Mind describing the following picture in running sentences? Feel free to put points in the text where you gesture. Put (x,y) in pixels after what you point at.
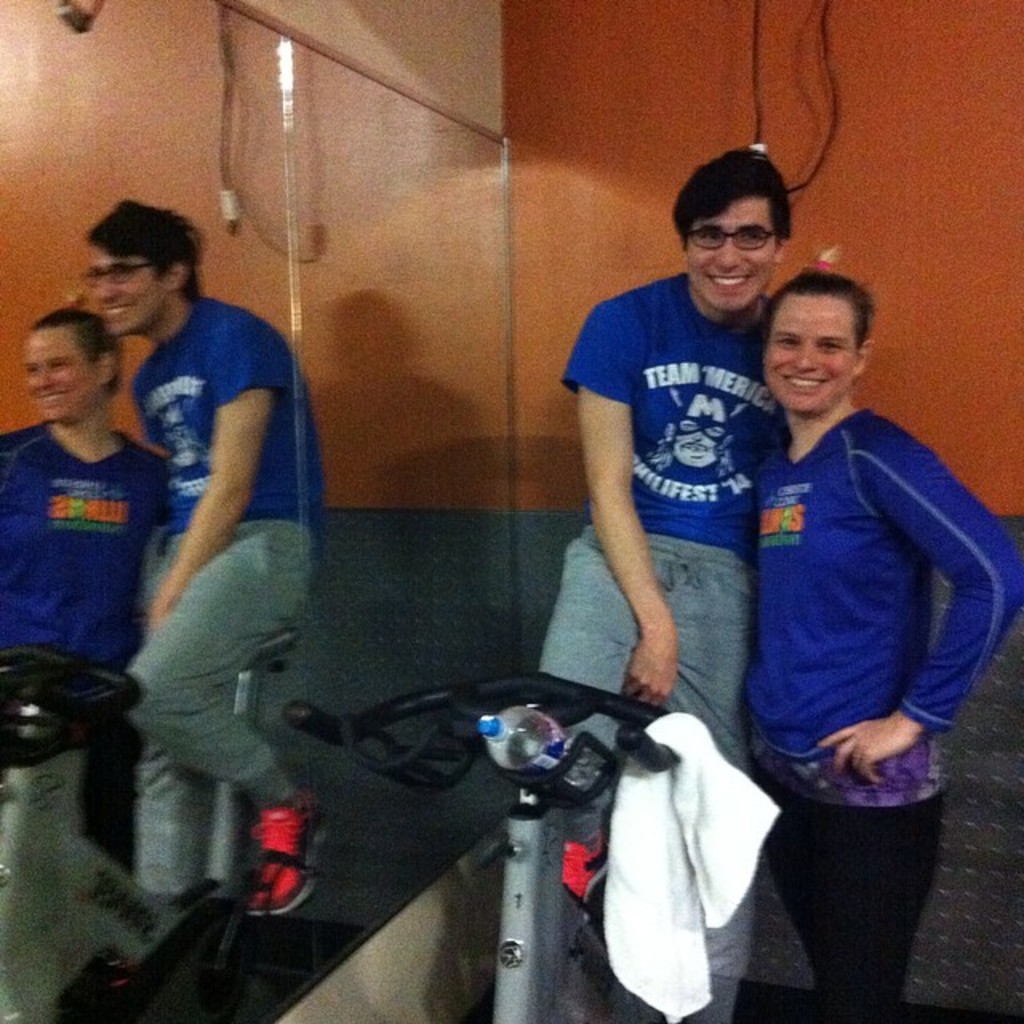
In this image, there is a person (690,364) wearing clothes (663,428) and sitting on exercise bike (560,711) beside the mirror (408,524). There is an another person (842,526) on the right side of the image (781,520) standing and wearing clothes (829,526).
